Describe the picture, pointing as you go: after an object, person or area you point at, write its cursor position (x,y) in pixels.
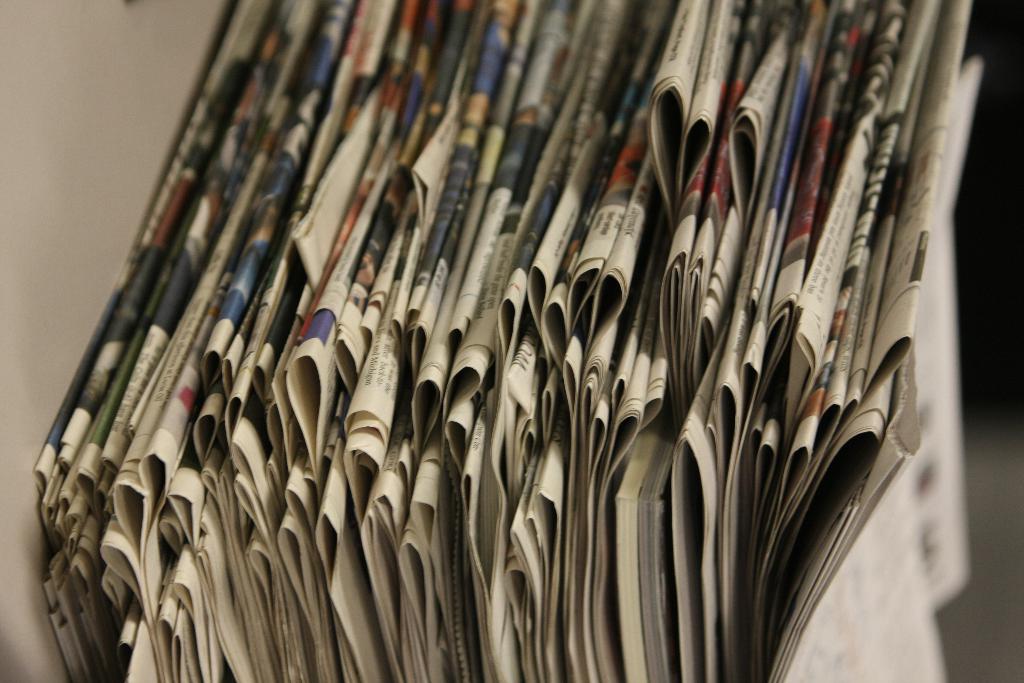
In this picture there are newspapers (190,332). On the left side of the image (93,326) it looks like a wall (44,304). On the right side of the image (998,455) is blurry and it looks like a floor (975,574).
